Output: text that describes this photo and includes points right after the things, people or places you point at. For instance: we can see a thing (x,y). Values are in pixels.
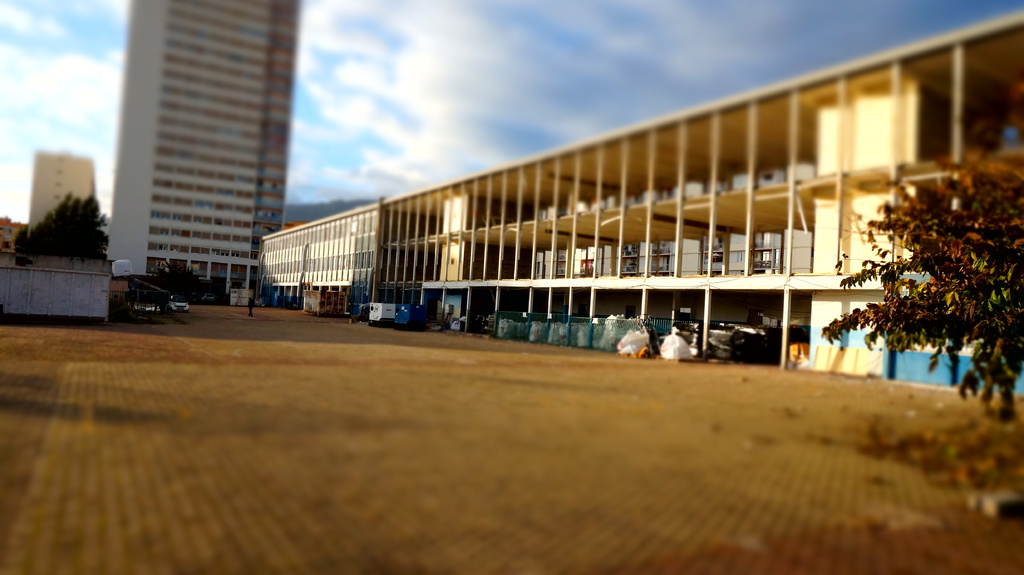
In the picture we can see a path surface (511,453) and beside it, we can see some plant (971,297) and building (282,274) with pillars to it and goods (630,332) are placed in it and in the background (133,4), we can see a tower building (154,249) with many floors (232,81) and near it, we can see a tree (172,274) and some other buildings (88,276) beside it and behind the building (208,145) we can see a sky (514,73) with clouds (574,124).
